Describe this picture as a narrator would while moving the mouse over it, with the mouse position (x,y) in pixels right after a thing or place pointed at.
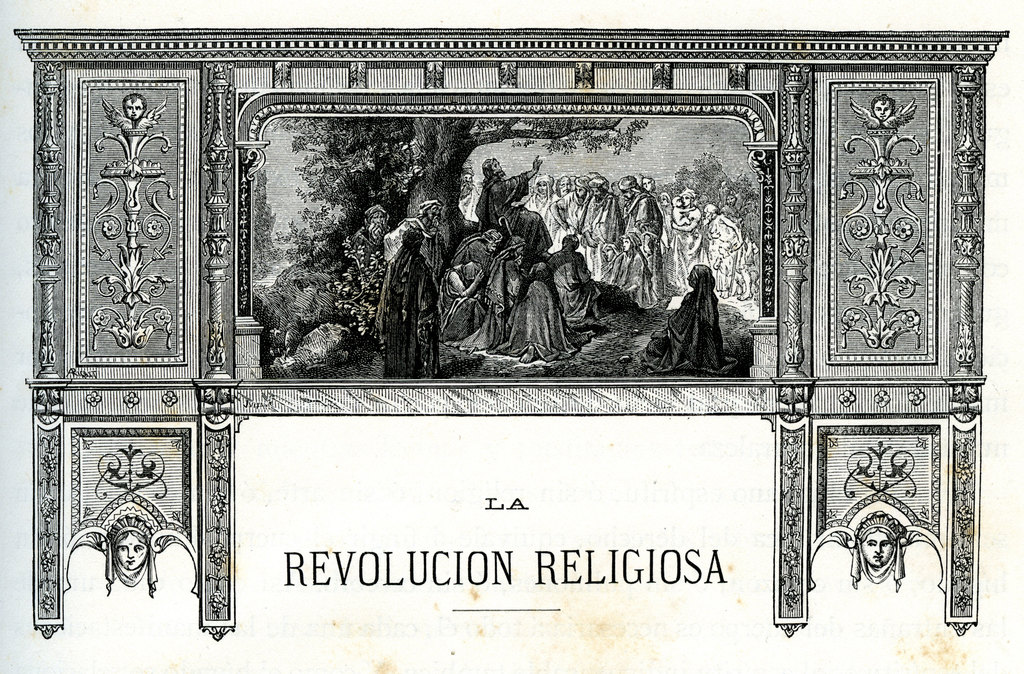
This is a black and white image. In the image there are many people (421,270) and also there are trees (369,301). To that image there are borders (808,289) with designs (933,109) and also there are faces (869,547) in that design (75,474).
